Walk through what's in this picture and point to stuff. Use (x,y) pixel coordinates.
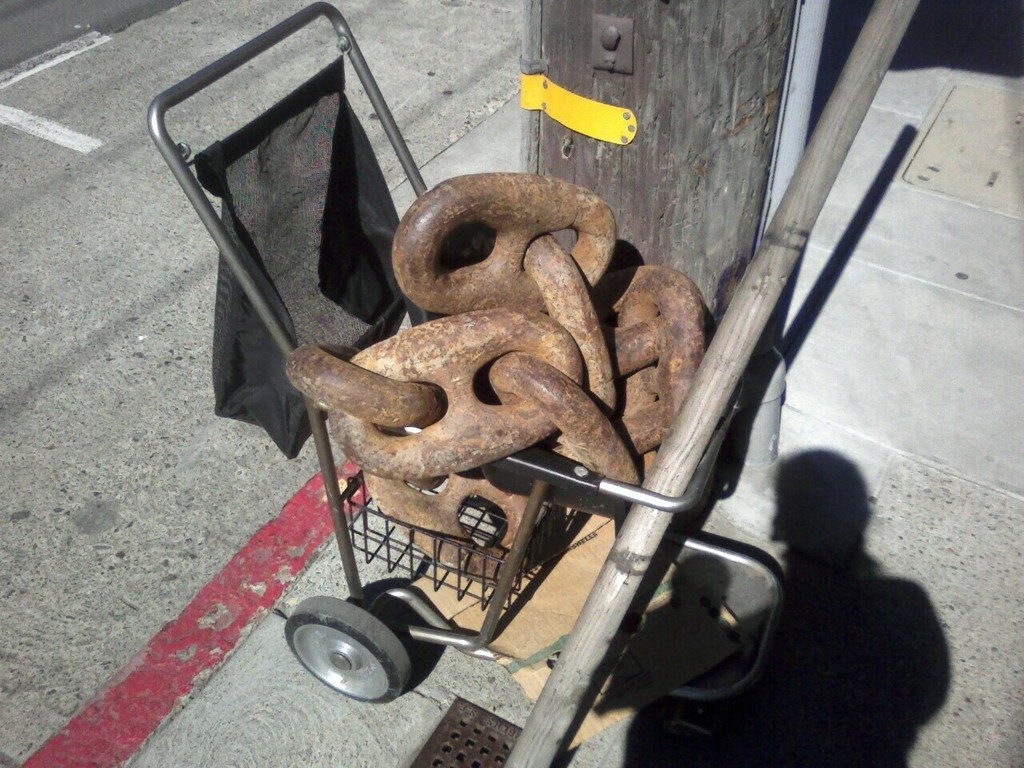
Here we can see few objects (489,346) in a trolley (493,597). Here there is a black bag (299,315), pillar (618,230) and walkway (1005,395). On the right side (860,645) bottom, we can see human shadow (806,672) and grill (489,751).
